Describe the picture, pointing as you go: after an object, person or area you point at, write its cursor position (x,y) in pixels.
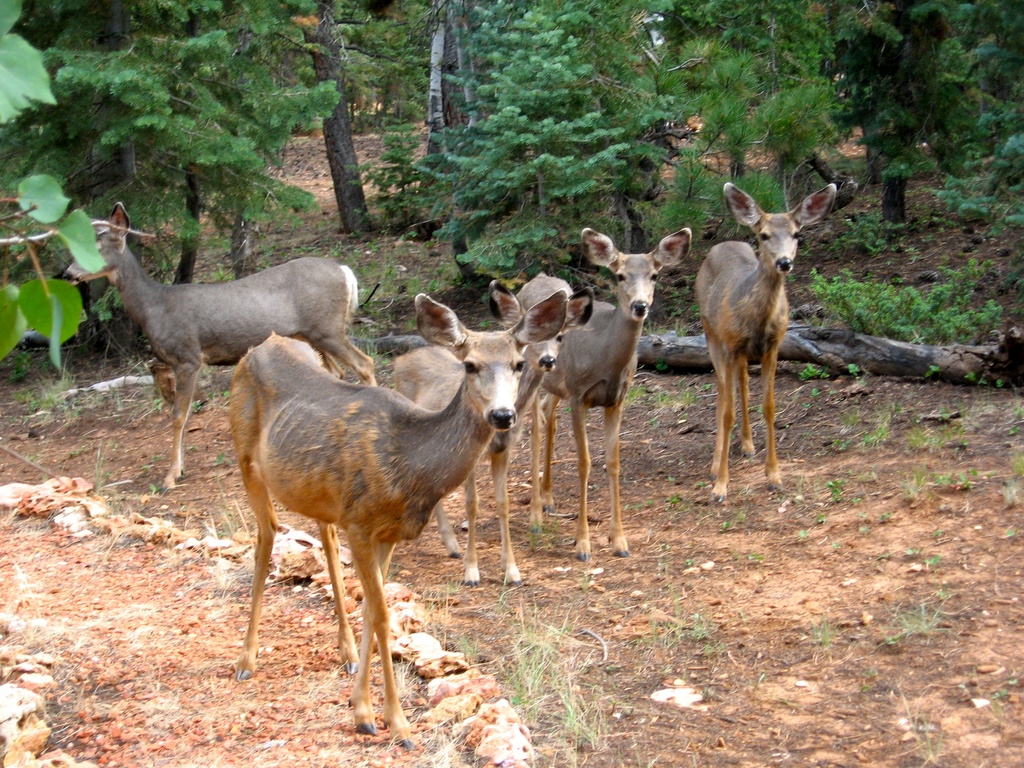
In this image we can see a herd (395,418) standing on the ground (662,407). In the background (528,175) there are trees (672,181) and logs (824,352).
